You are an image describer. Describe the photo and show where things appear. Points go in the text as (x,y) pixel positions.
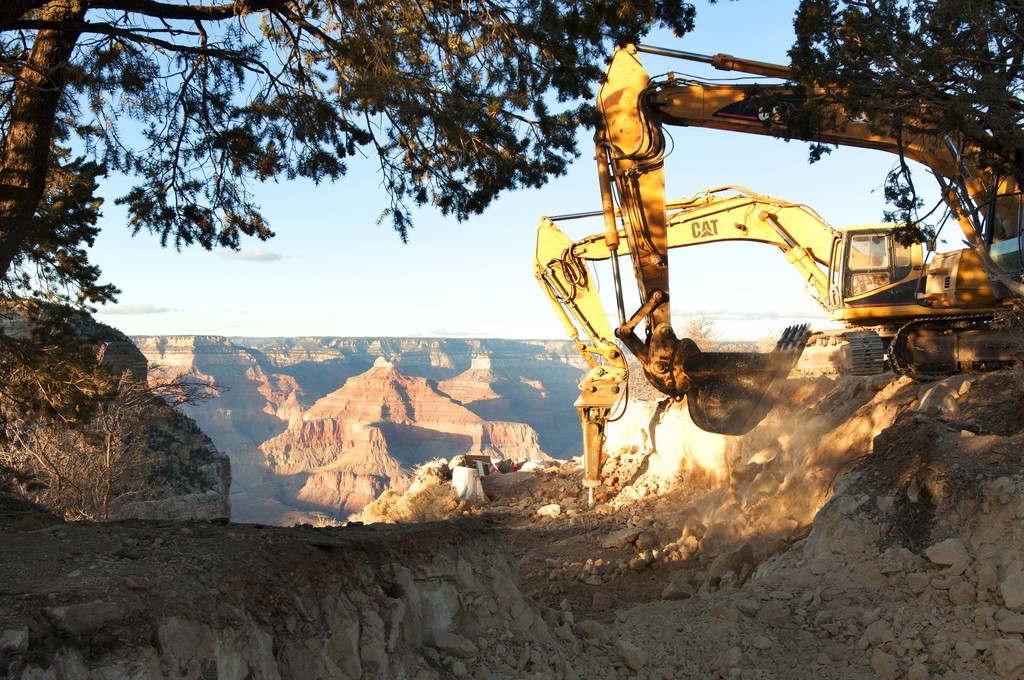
In this image in the front (793,490) there are stones (776,508). In the center (655,305) there are vehicles (839,267) crushing the stones (628,428) and in the background (287,360) there are mountains (421,384) and in the center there are trees (36,118).
